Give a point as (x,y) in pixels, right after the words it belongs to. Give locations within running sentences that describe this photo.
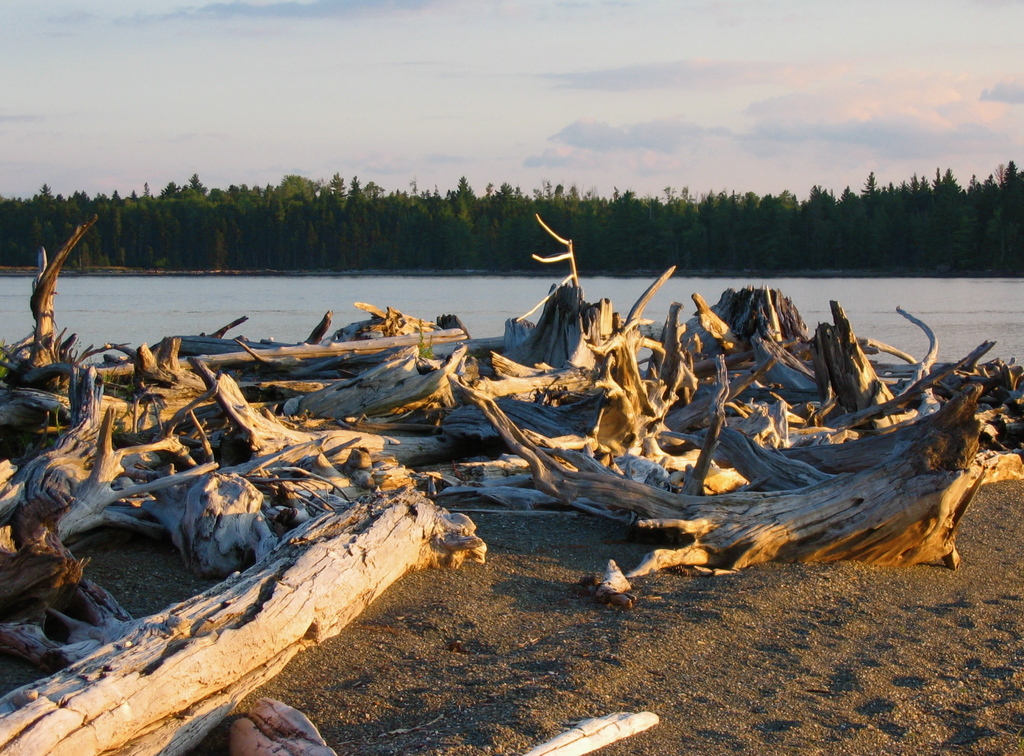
These are trees (801,252), this is water (327,276) and a sky (529,134).
